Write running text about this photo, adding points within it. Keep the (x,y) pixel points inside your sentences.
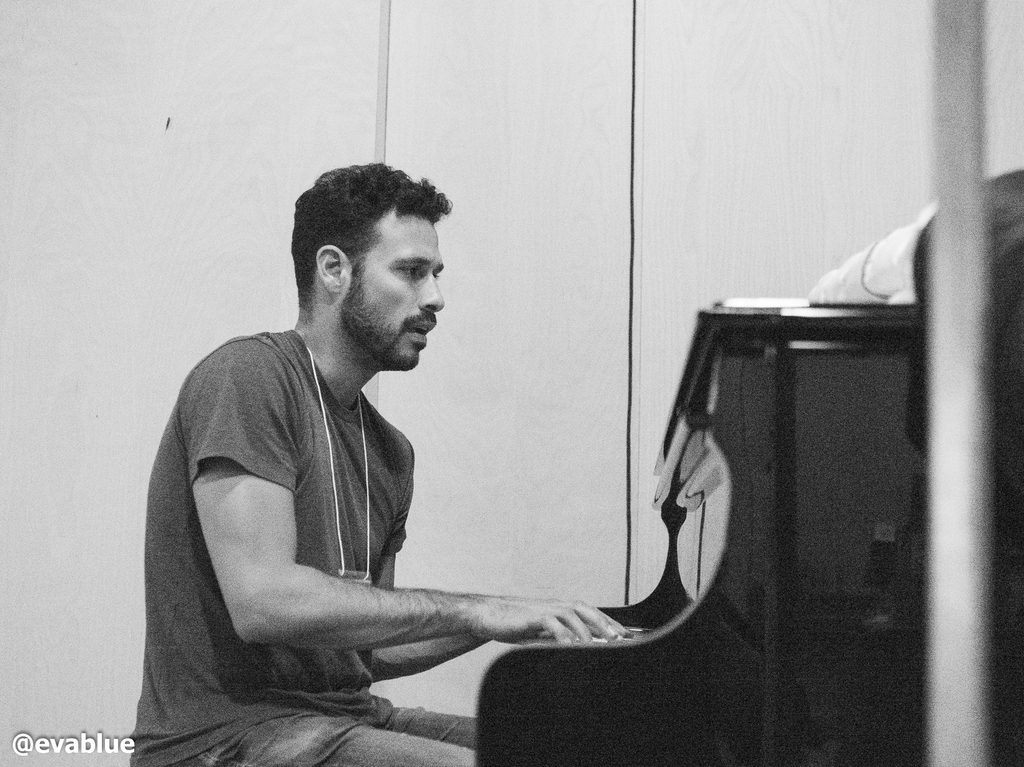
A man (309,550) is playing piano (708,559). He is wearing t-shirt (259,456). In the background (205,248) there is wall (389,162).
